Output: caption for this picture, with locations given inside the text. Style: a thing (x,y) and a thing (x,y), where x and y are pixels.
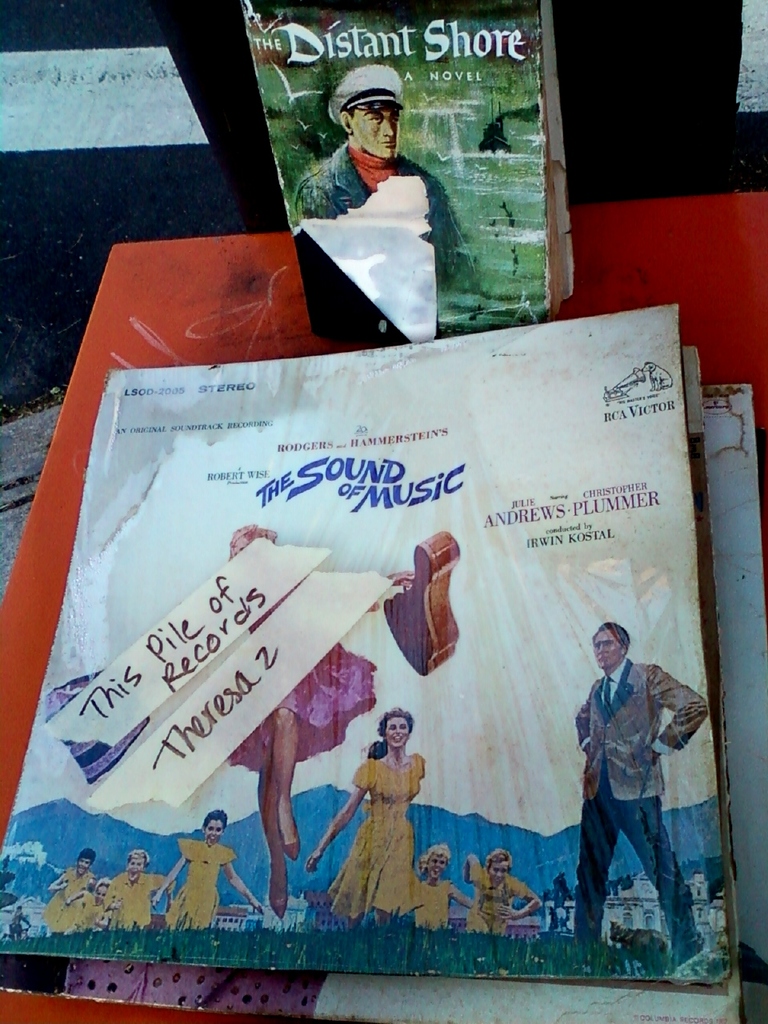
Here in this picture we can see music covers (655,344) and books (350,243) present on the table (19,707) and on that we can see some people (405,822) standing that are printed over there.
